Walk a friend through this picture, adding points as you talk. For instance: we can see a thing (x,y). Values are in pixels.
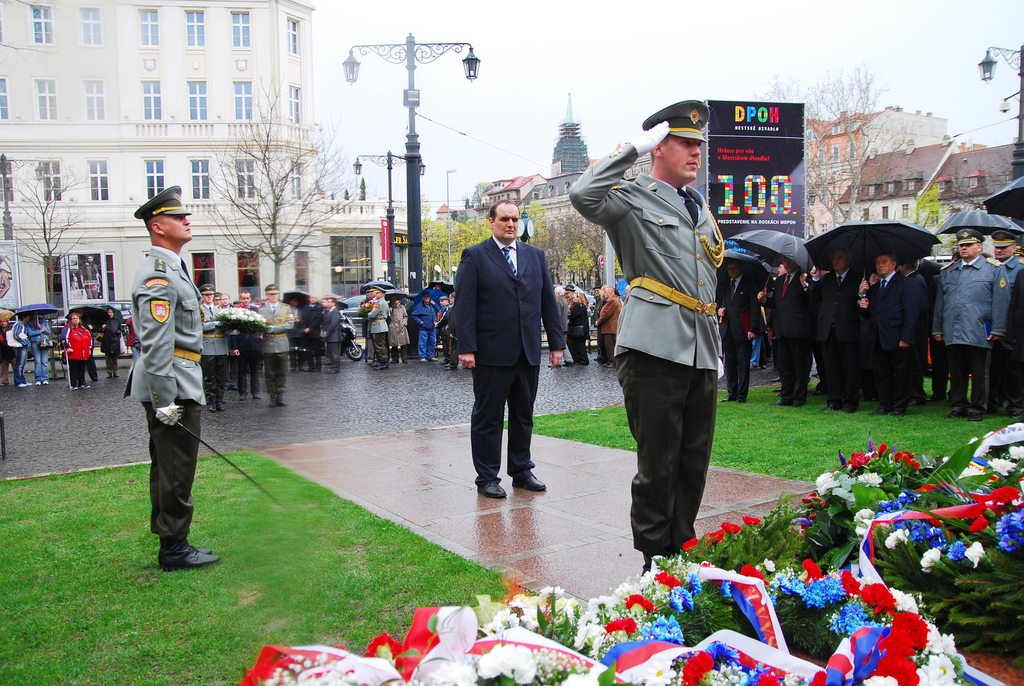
There are people (605,358) standing and we can see lights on poles (418,222), flowers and grass (792,444). Background (438,115) we can see trees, buildings (222,11) and sky (490,61).
